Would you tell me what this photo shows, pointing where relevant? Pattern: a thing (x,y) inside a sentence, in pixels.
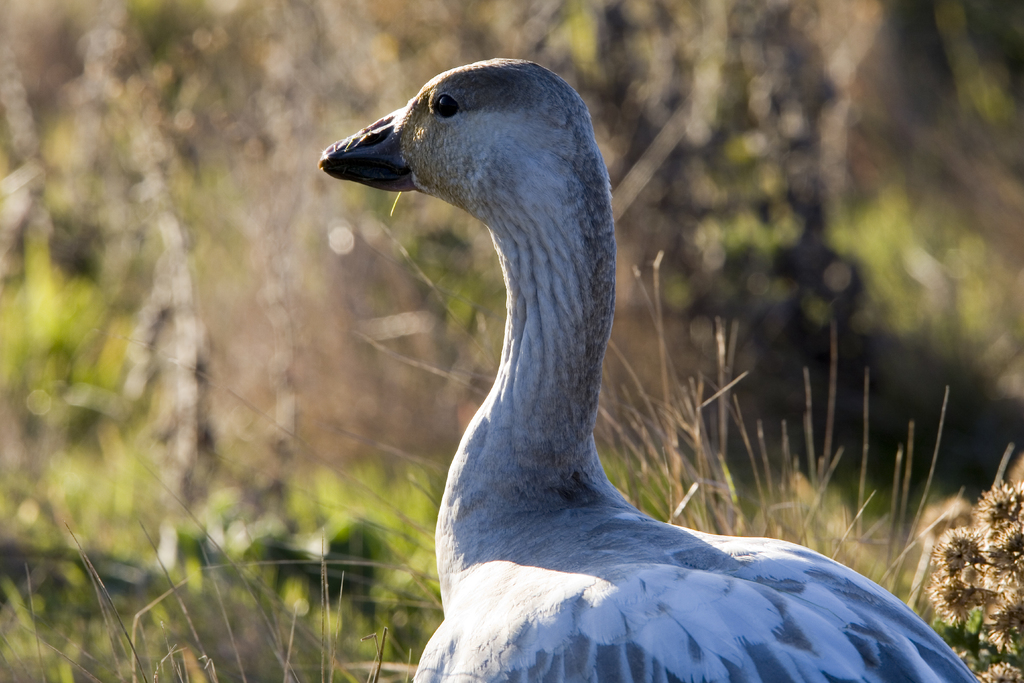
In the picture we can see the close view of a bird (601,500). The background of the image (3,320) is blurred, where we can see the grass (82,497) and plants (71,494).
